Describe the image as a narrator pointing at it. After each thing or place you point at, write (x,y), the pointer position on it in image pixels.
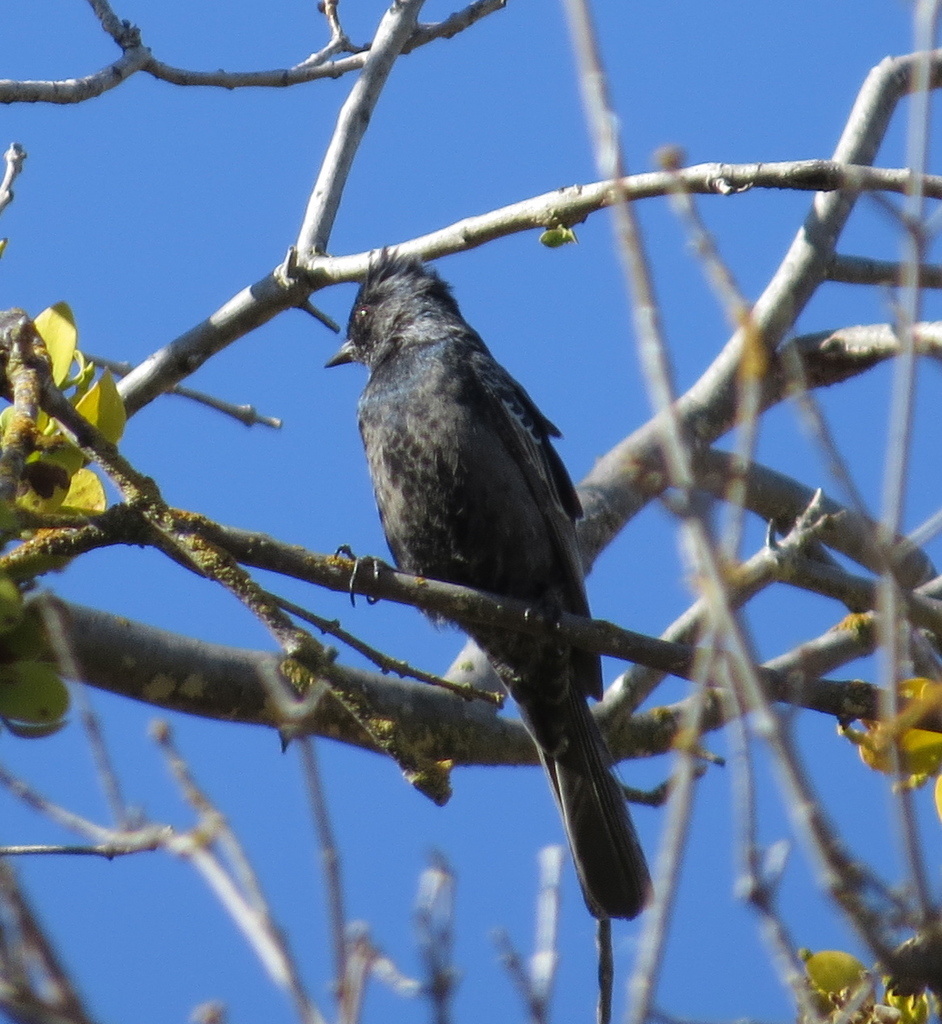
In this image we can see a bird (361,431) on the branch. Here we can see leaves (892,997) and stems (442,867). In the background (585,258) there is sky (749,995).
